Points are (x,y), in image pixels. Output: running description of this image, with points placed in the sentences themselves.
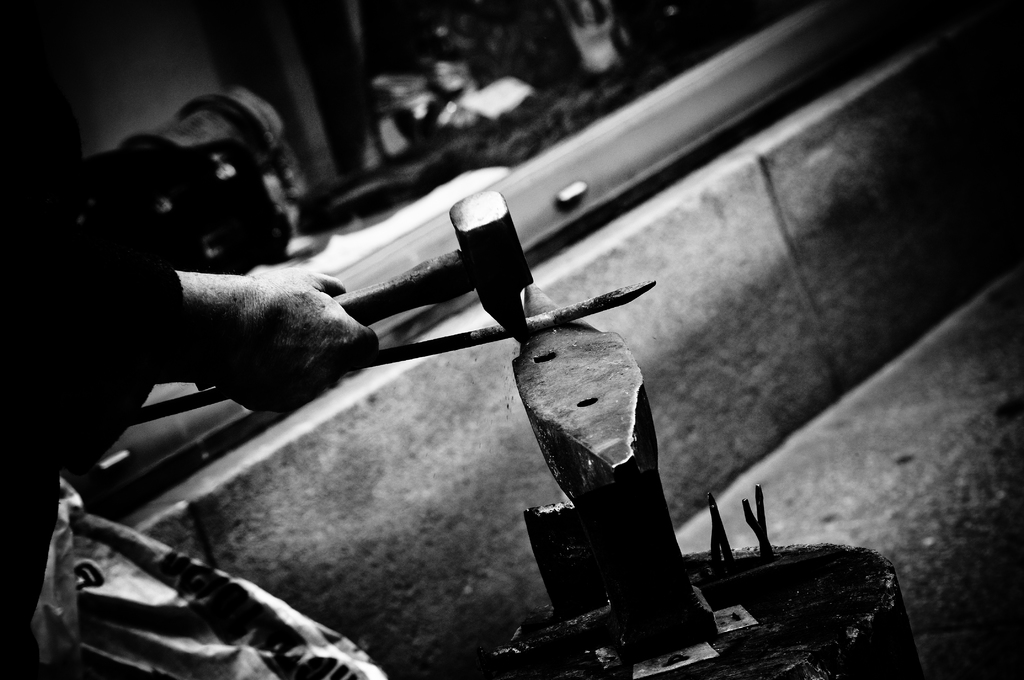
In this image I can see the person (46,365) holding some object (444,256) and I can see the blurred background (496,572) and the image is in black and white.
